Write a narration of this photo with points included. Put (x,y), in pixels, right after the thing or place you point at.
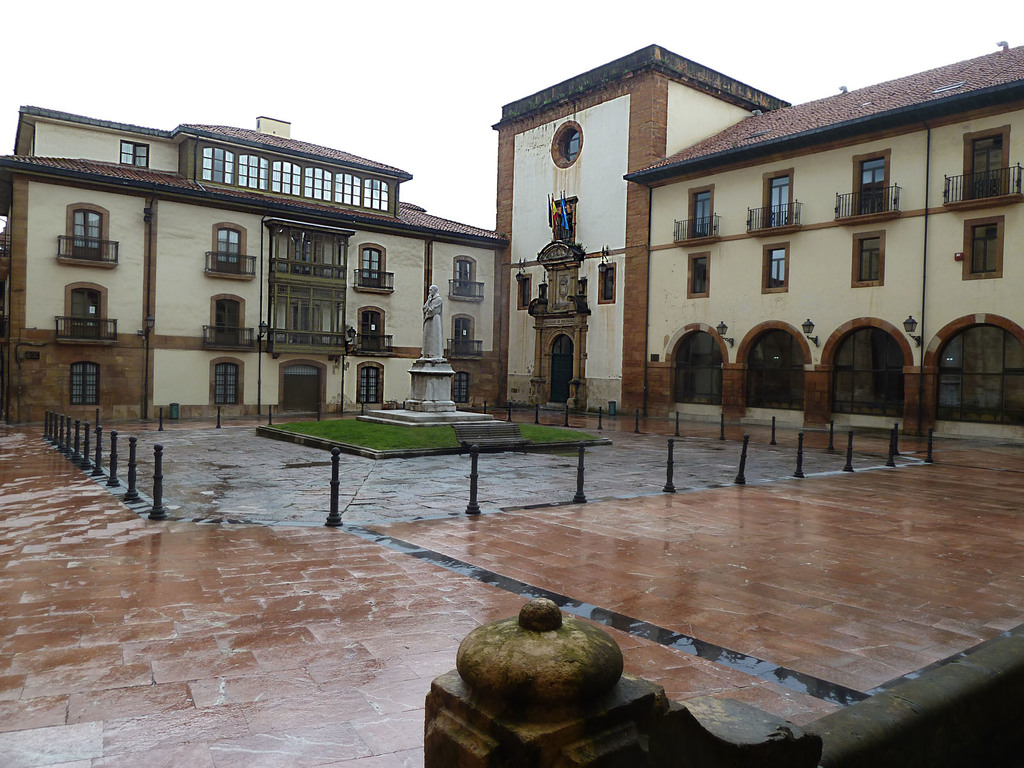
In this image we can see buildings (402,336), statue (436,322), pedestal (418,405), ground (383,446), barrier poles (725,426) and sky (768,81).
